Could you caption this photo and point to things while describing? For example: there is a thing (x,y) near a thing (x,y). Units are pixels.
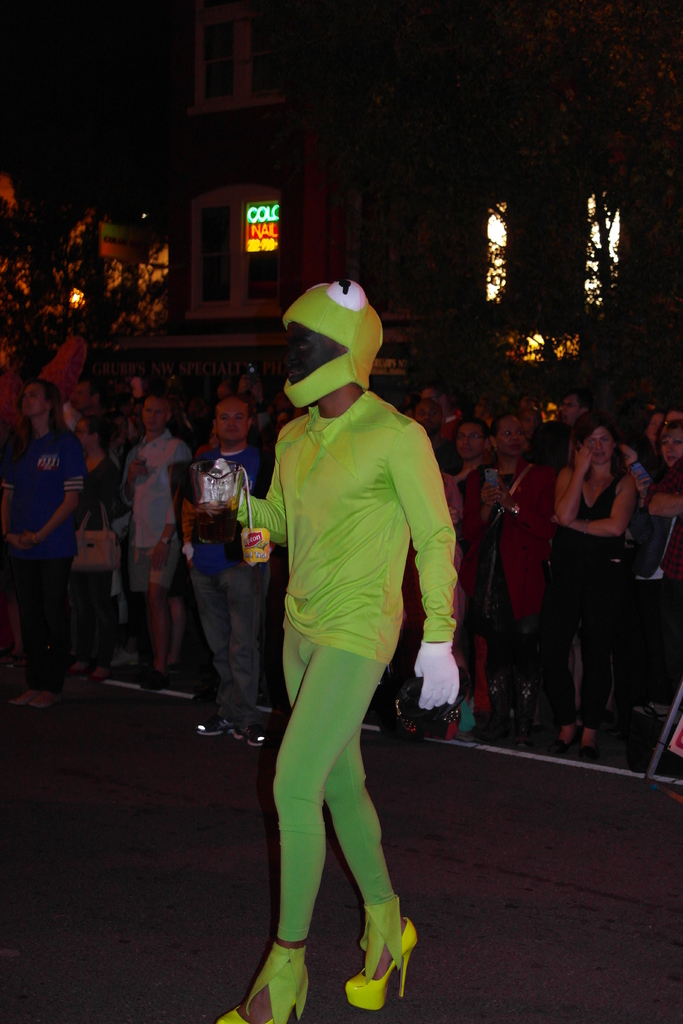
In this image there is a person (327,737) standing on the floor (274,855) by holding the glass (225,506). The person (331,398) is wearing the green colour mask (348,313). In the background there are spectators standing and watching the person (306,514). At the top (254,219) there are led lights (256,218).
